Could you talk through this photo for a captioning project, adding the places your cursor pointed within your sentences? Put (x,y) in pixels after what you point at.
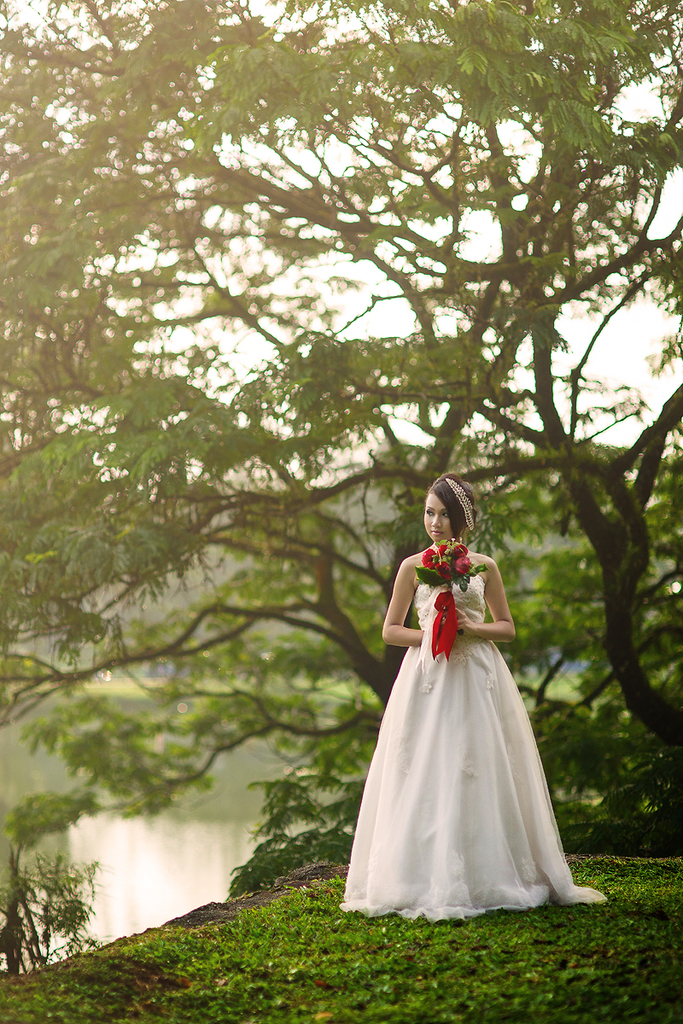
In this image I can see a woman (429,713) is standing and holding few red color roses (456,567). Back I can see trees (206,364) and water (207,893). The sky (435,318) is in white color.
